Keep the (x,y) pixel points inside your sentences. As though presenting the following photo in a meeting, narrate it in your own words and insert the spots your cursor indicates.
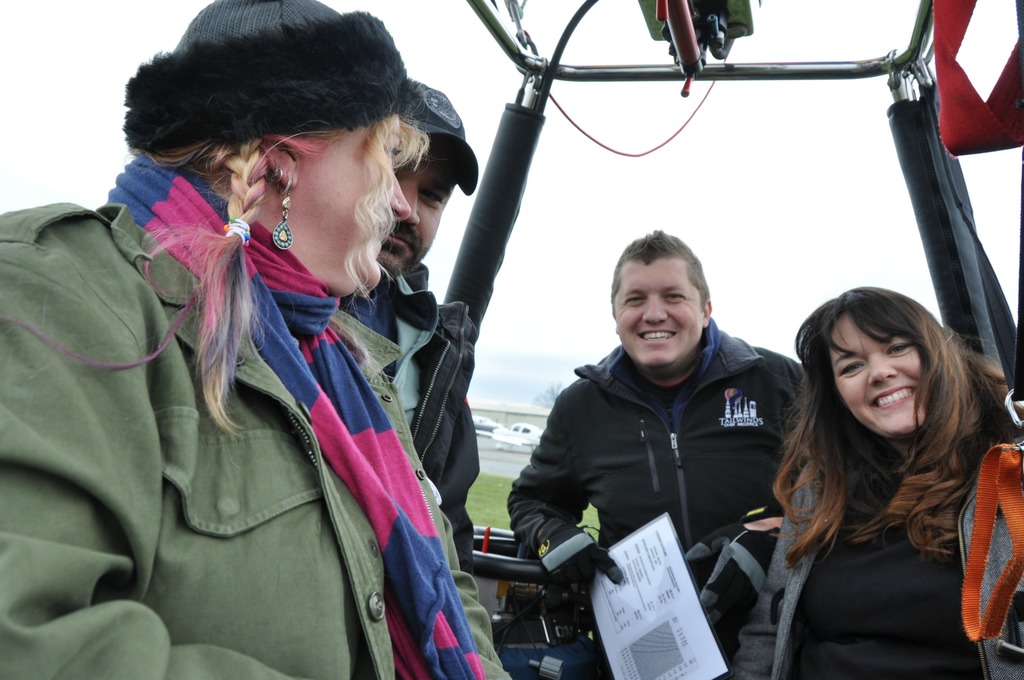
In this image it looks like there are four persons (586,462) standing in the hot air balloon basket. The man (593,381) in the middle (605,422) is holding the paper (650,613). There is a woman (245,456) on the left side (180,497) who is wearing the scarf (353,378) and a jacket (206,508). In the background (483,423) there is a vehicle (512,440) on the ground (499,451). At the top (805,157) there is the sky (798,152).
